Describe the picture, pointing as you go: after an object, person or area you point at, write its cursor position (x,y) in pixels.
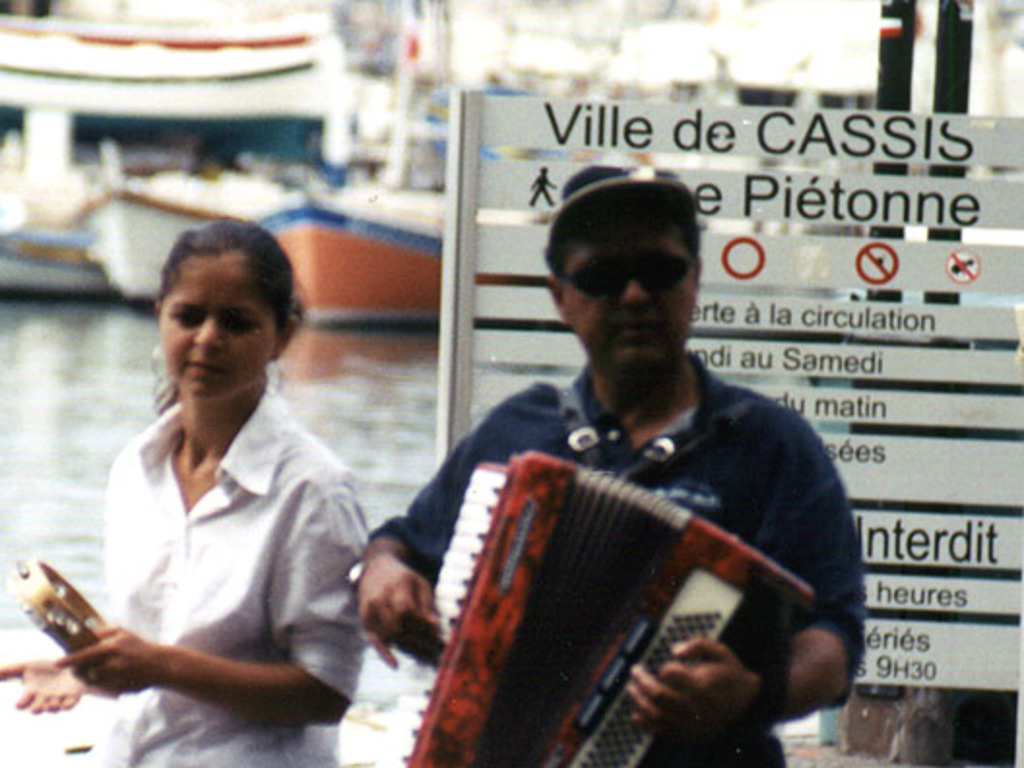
In this image we can see a man (428,496) and a woman (331,524) holding the musical instruments (500,640). On the backside (370,332) we can see a board (949,642) with some text (878,549) on it, poles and some boats (294,210) in a water body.
